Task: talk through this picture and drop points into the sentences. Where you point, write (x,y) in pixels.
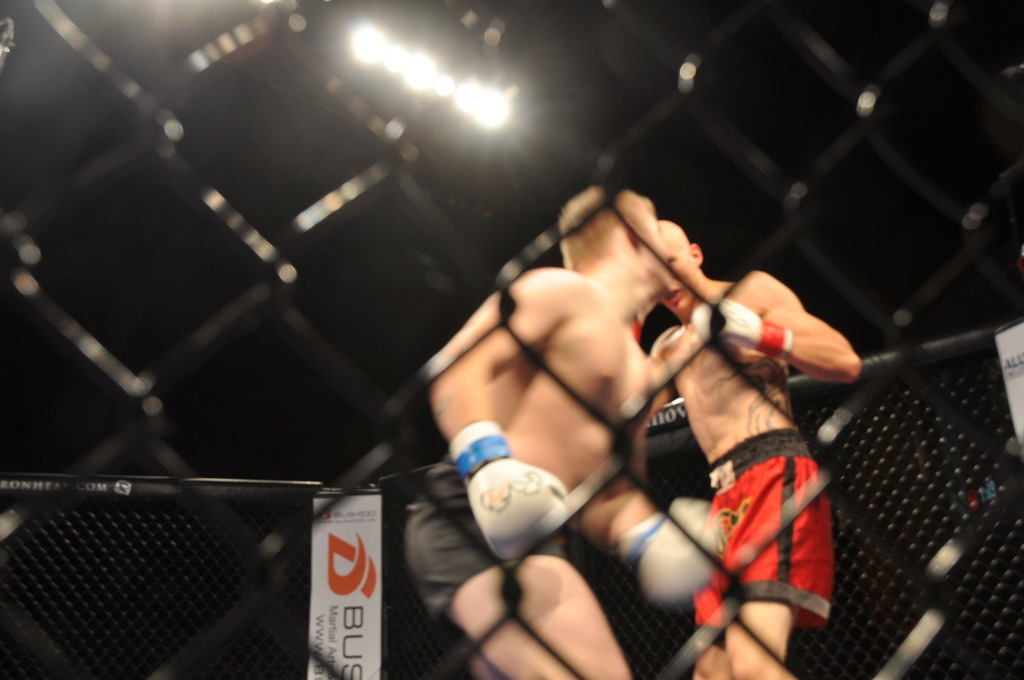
The picture consists of a boxing ring (881,448), in the ring (32,610) we can see two persons (598,440) fighting. At the top (370,44) there is light (482,90). The background (44,432) is dark.
